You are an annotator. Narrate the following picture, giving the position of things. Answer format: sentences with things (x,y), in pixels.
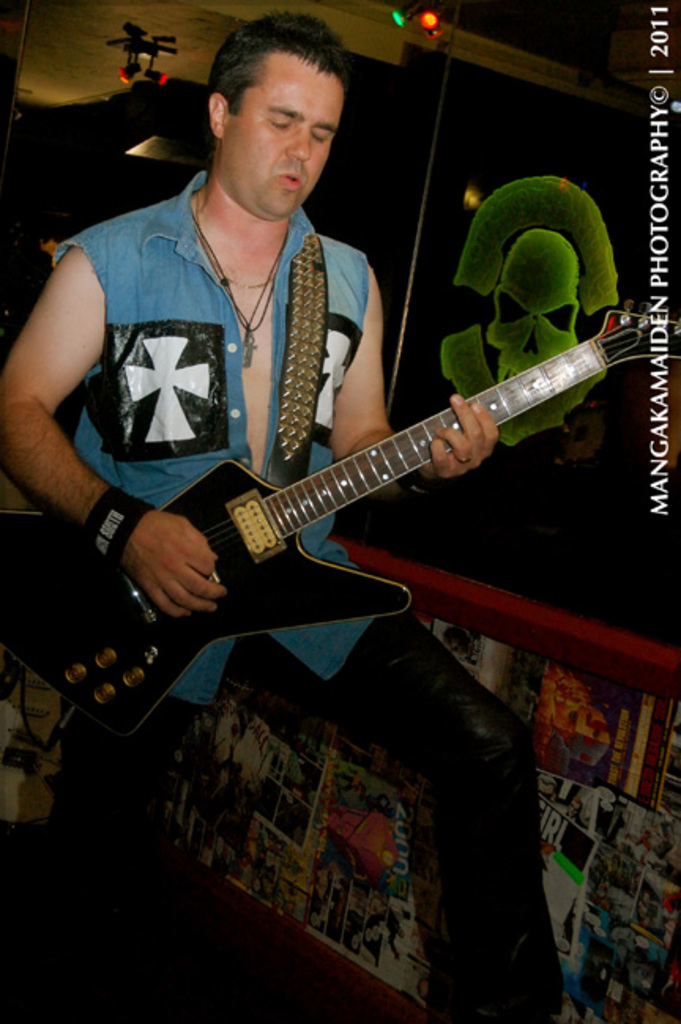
This image consists of a man (439,705) playing a guitar (307,583). He is wearing a blue shirt (177,268). In the background (602,938), there are posters (613,930) pasted on the wall (565,635). At the top (183,38), there is a roof (190,25).
